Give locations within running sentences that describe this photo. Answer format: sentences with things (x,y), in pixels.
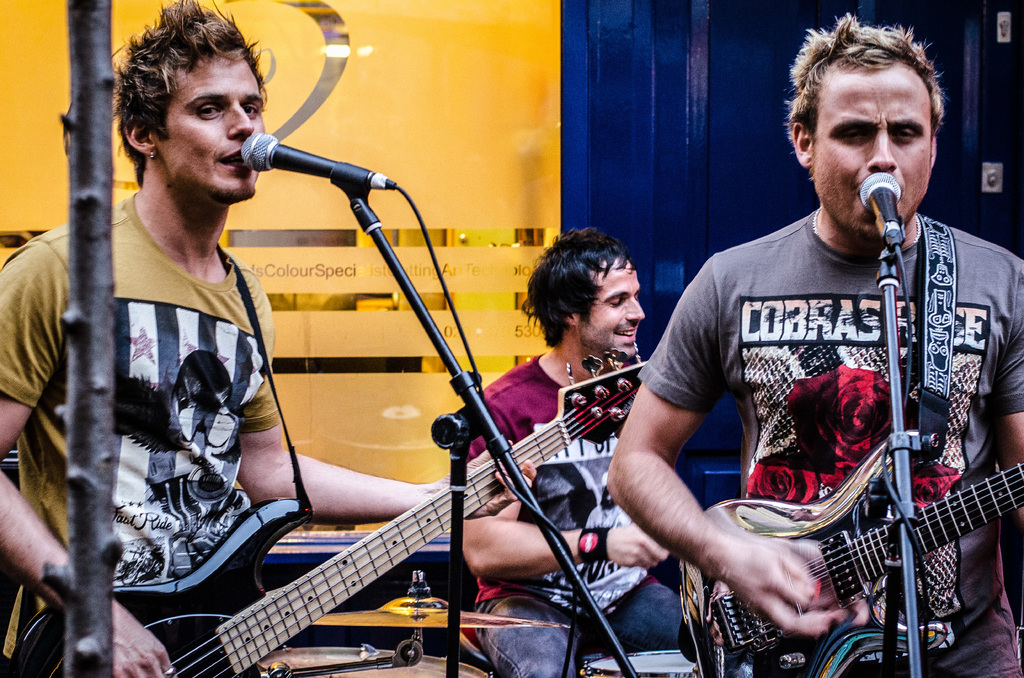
There is a man (986,401) standing on the right side (716,282). He is holding a guitar (775,667) in his hand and he is singing a song on a microphone (875,186). There is another man (280,469) standing on the left side (220,81). He is also holding a guitar (228,659) in his hands (161,673) and he is also singing a song on a microphone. In the background (515,596) we can see a man (661,598) sitting and he is smiling.
